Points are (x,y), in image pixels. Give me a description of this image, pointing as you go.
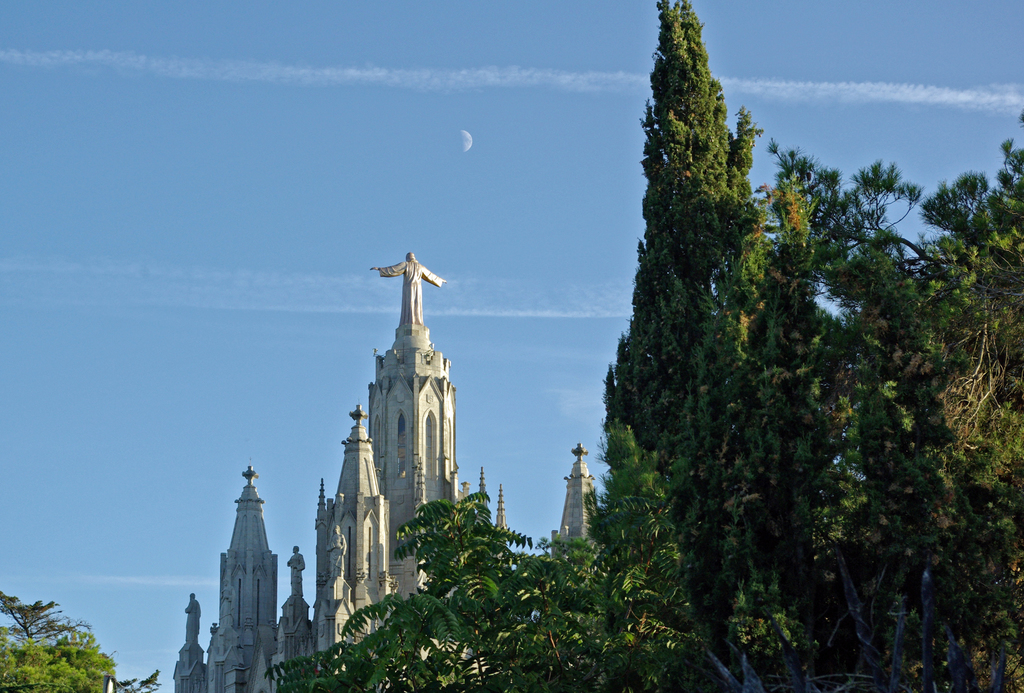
In this image we can see some trees (627,515), church (326,583) and on top of the church (433,434) there are some statues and top of the image (145,224) there is clear sky (280,239).
